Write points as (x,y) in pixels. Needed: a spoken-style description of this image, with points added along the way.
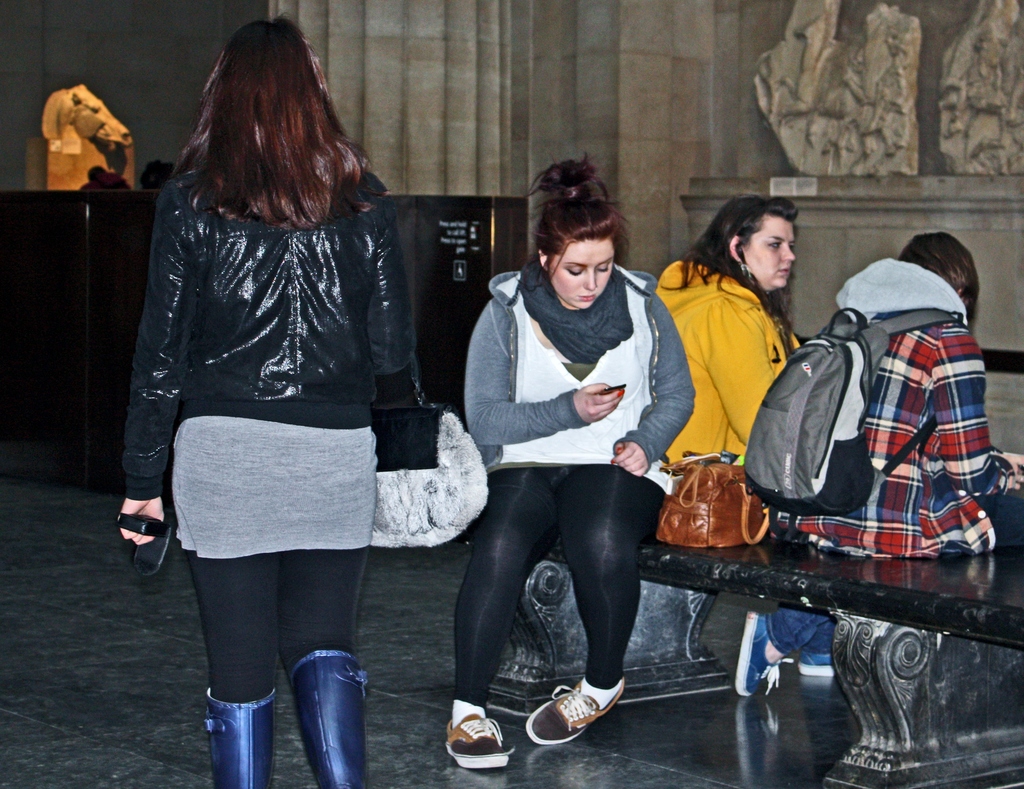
In the picture there are four women (521,479), three women (505,303) are sitting on a bench (671,622), one woman (258,265) is walking, behind the woman (379,334) there is a table (130,285) and some statue (66,176) on the table (65,206), in the background (150,54) there is a cement wall (607,75), among the woman (770,247) who are sitting one woman (961,350) wore check shirt (977,360) and she is wearing grey color bag (808,423), another woman (732,271) left side to her is wearing yellow color jacket (713,323) another third woman (590,374) is sitting back side to them there is a brown bag (680,475) beside her she is operating a mobile phone (617,387).
